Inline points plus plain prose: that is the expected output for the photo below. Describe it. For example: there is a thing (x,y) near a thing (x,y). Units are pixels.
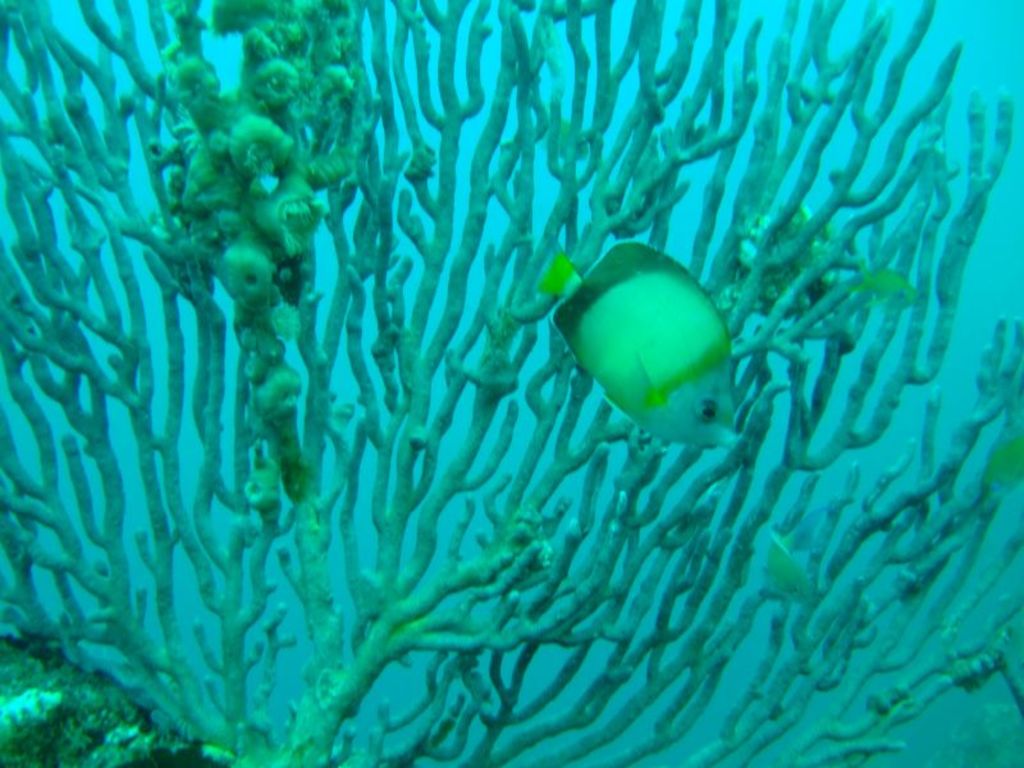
This image consists of a fish (659,378) and plants (522,315). It looks like it is clicked under the water (287,653).
